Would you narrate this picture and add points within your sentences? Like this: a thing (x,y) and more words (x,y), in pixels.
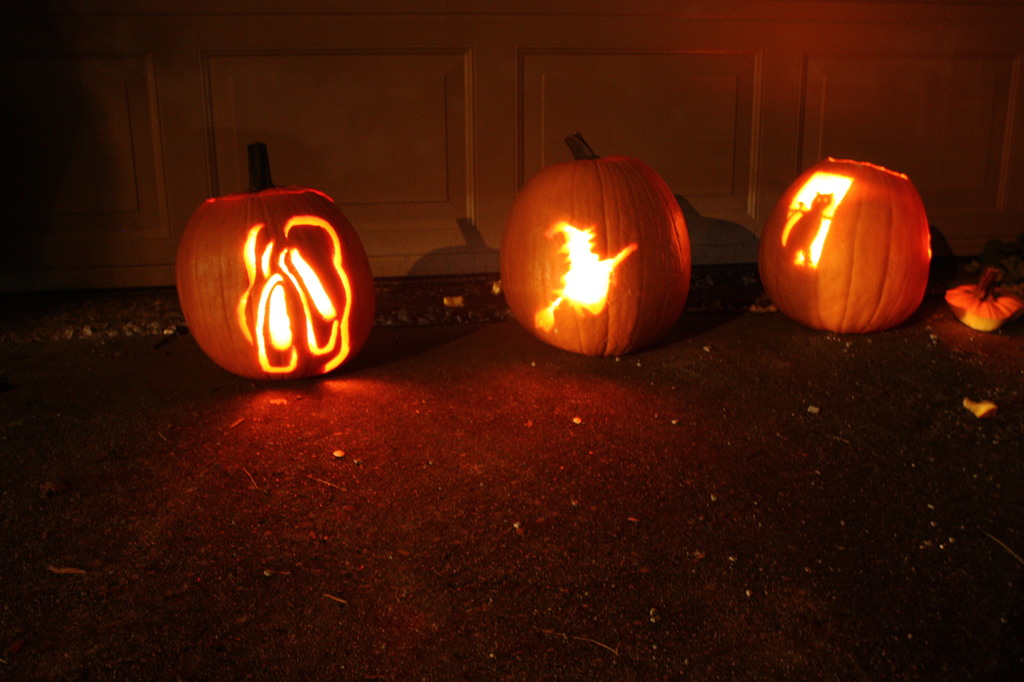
In this image there are Halloweens (616,279) in the center (458,271) and in the background (498,163) there is a garage door (536,93) which is white in colour.
